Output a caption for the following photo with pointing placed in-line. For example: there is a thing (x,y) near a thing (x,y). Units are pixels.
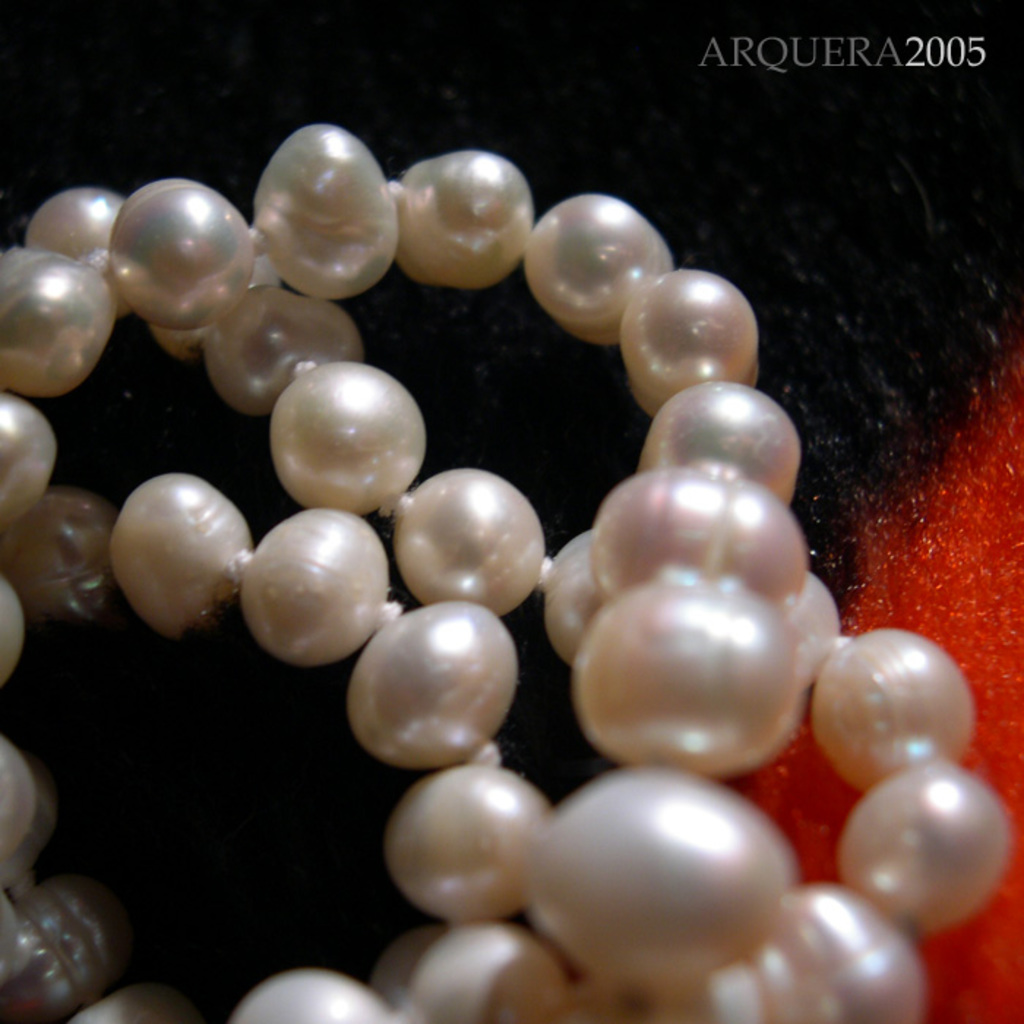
In this image, we can see some pearls (741,641) which are placed on the mat (977,268), which is in black and red color.
